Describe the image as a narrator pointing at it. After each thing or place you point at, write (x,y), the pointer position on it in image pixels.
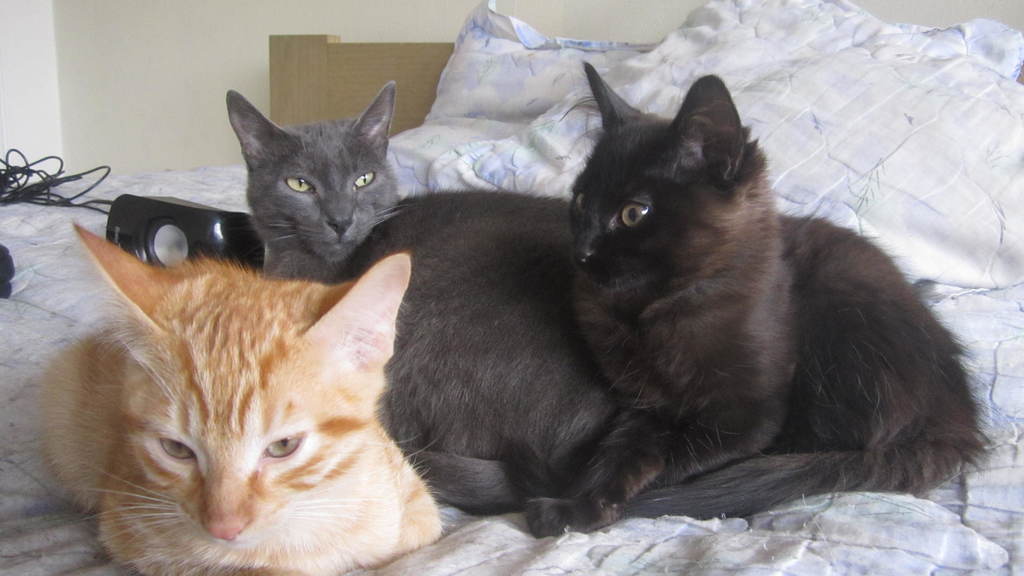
In this image I can see three cats (655,392) sitting on the bed (897,539). They are in black, grey and orange color. I can see white color bed-sheet (847,103). The wall (132,73) is in white color.
